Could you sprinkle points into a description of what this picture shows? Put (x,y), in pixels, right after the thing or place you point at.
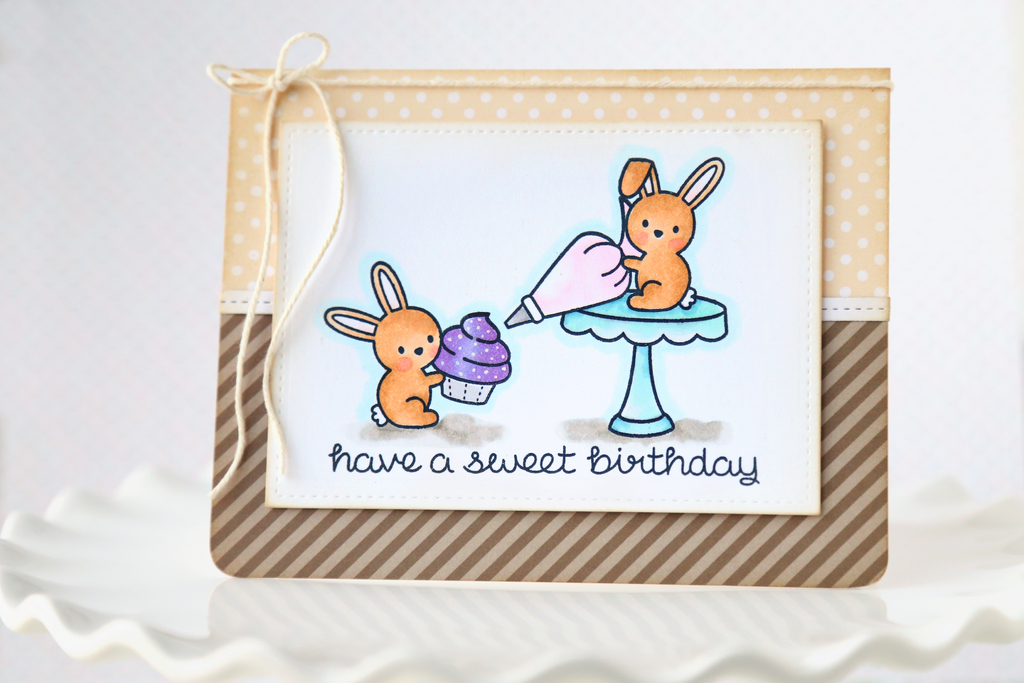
In this image there is a plate (145,588) with a greeting card (700,249) on it. On the greeting card (432,270) there is a text (568,450) and there are two bunnies (394,337) and it is tied with a thread (283,82).
